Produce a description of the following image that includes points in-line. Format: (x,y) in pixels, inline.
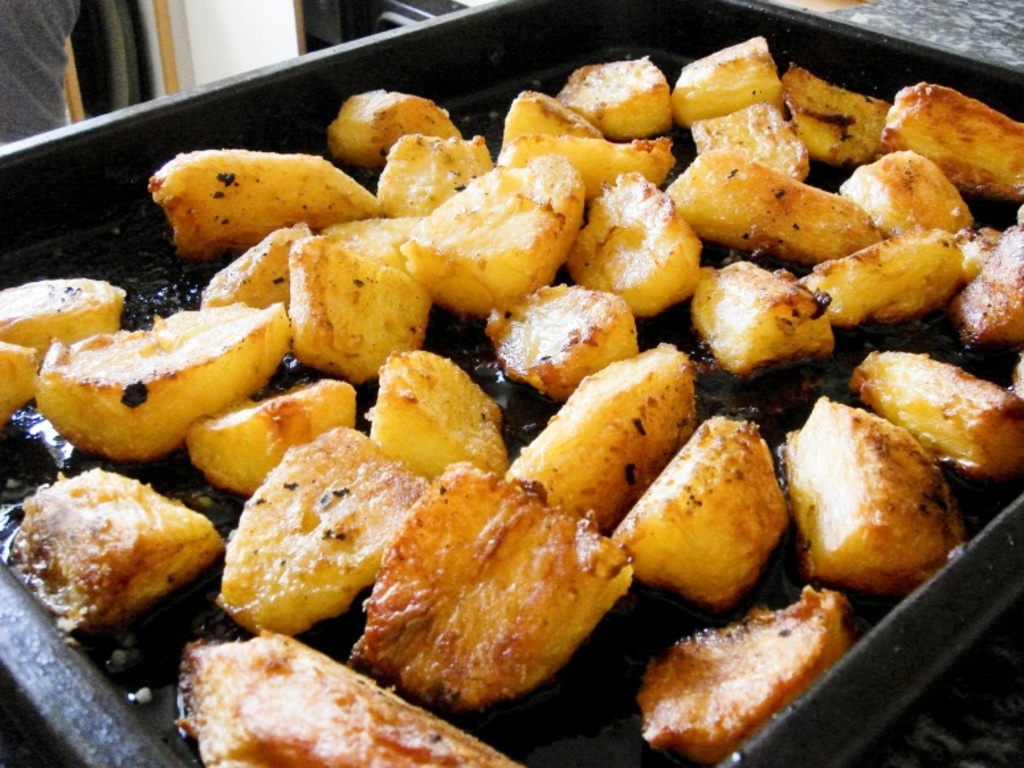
In this image there is a tray (888,71) on that tray (877,658) there is food item (577,484).
